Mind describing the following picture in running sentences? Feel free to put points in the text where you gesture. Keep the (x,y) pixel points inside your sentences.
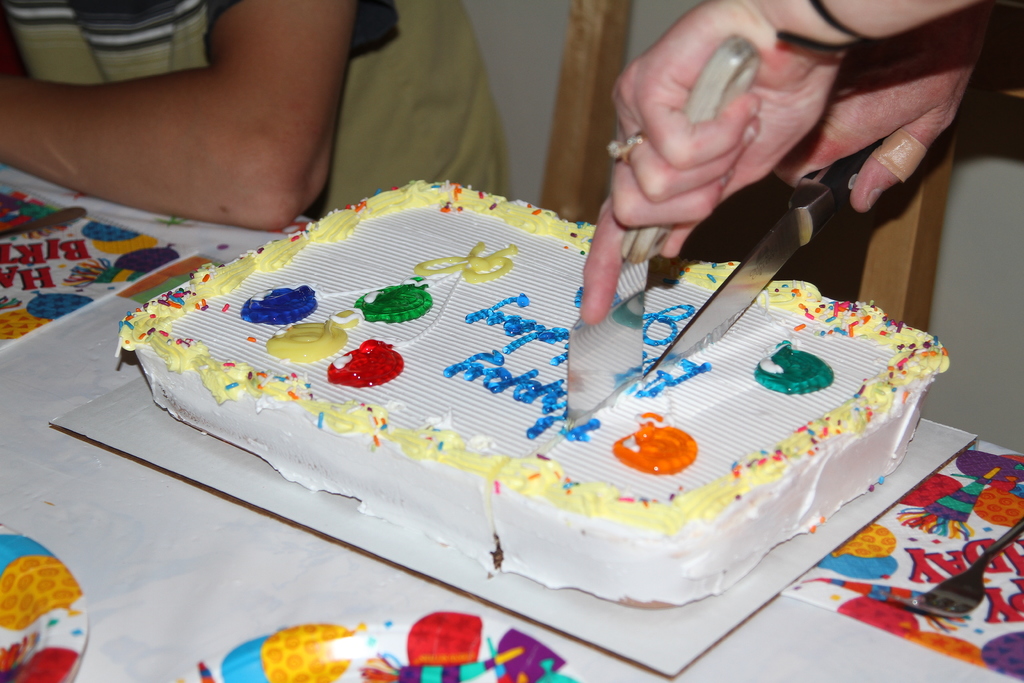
In the picture I can see a cake (424,380) on the table (232,235). I can see a fork (1011,533) on the table (1006,546) on the bottom right side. I can see the hands (640,89) of a person (774,125) holding the knives (688,344). There is another person (104,83) on the top left side (271,94) though face is not visible.
